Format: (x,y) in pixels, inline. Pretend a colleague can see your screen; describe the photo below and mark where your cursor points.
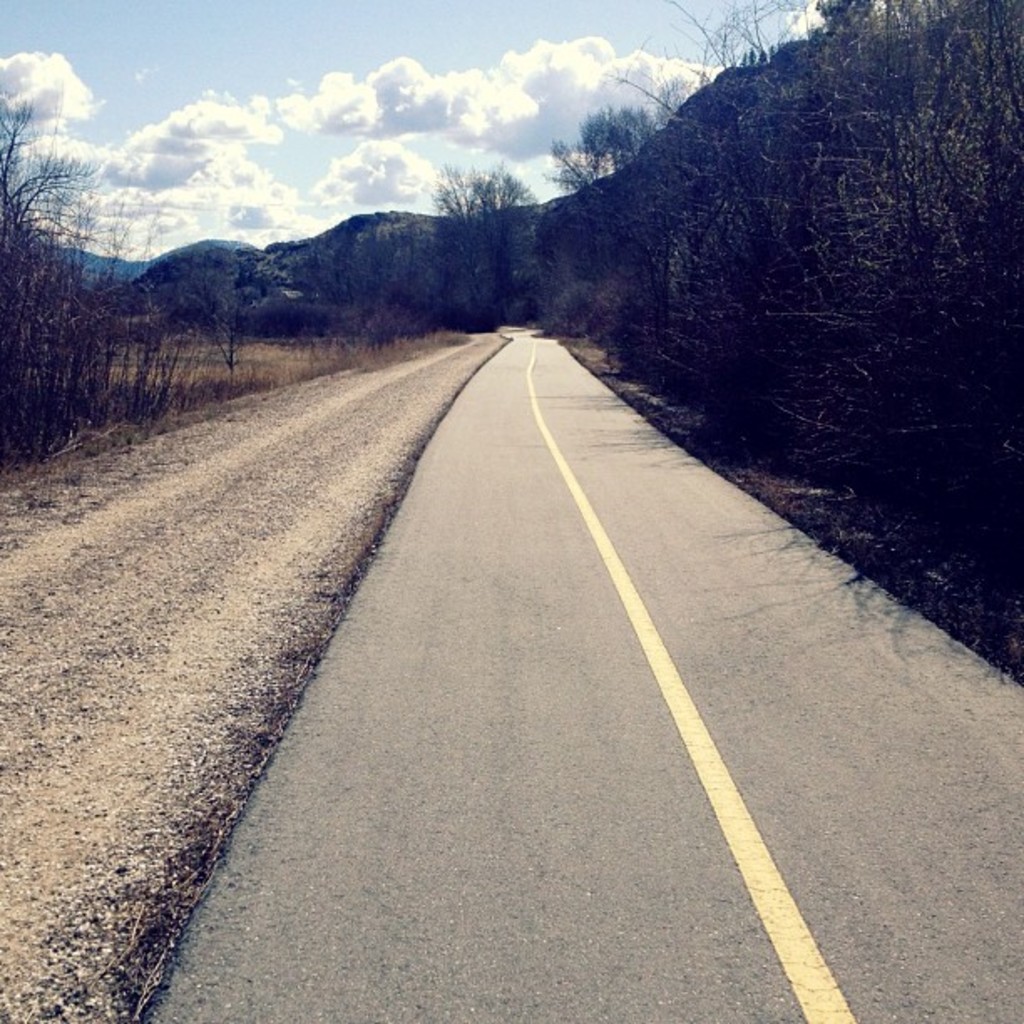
In the background (619,22) we can see sky (404,24) with clouds (544,83). On either side of the road (495,407) we can see trees (825,289). Here we can see a yellow line divider (763,898) on the road (735,858).
